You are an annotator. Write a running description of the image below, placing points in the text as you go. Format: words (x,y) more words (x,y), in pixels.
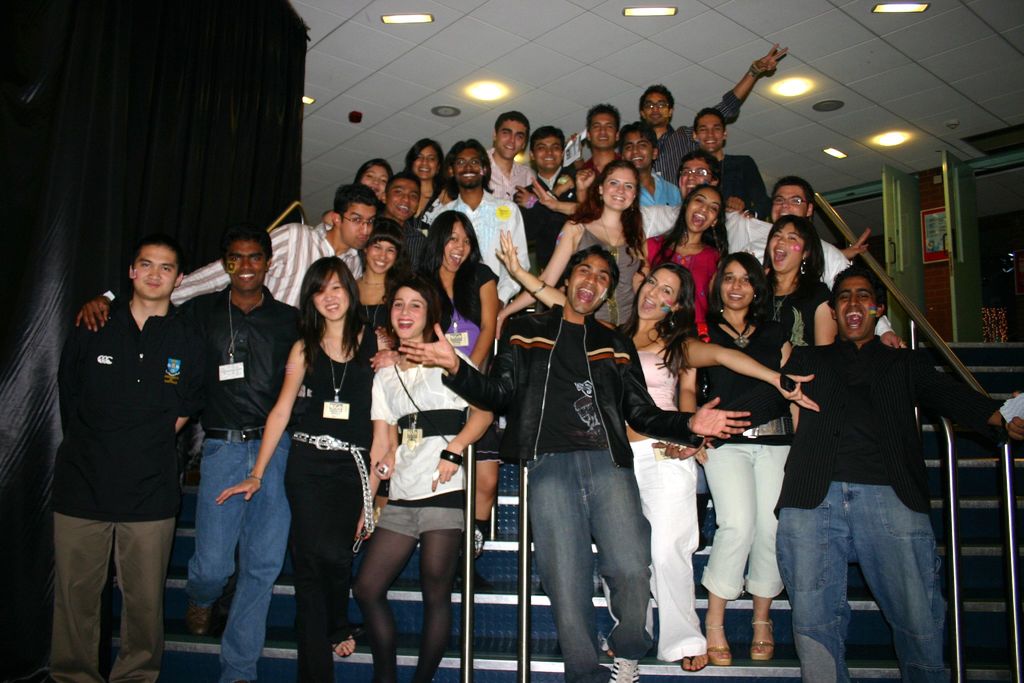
In this image I can see a group of people (389,342) standing and posing for the picture. I can see a false ceiling (526,57) with some lights (798,89) and some metal objects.
